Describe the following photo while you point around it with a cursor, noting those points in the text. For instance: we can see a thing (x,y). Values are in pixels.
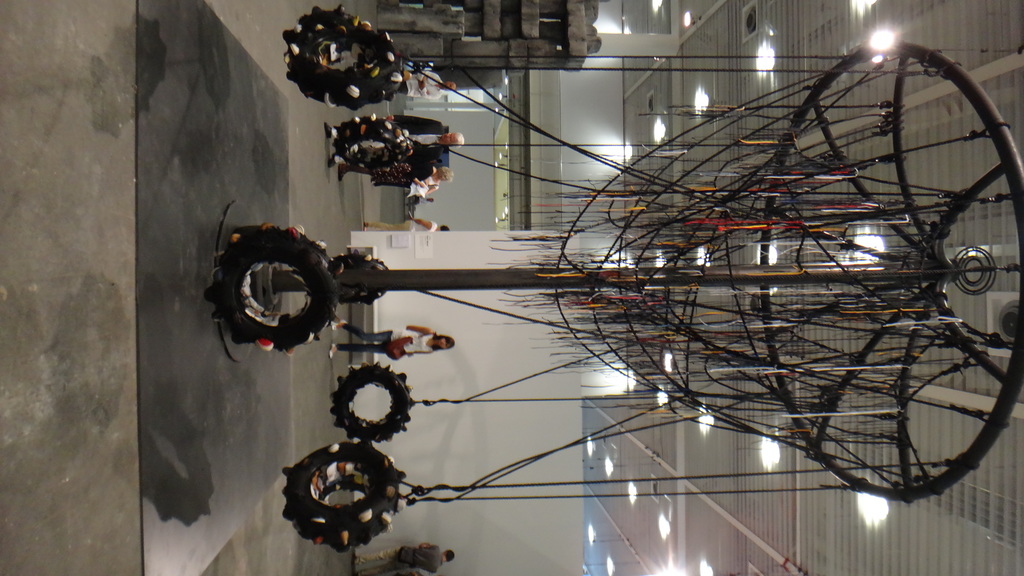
We can see tires (382,486) with ropes (675,387). Background (427,423) we can see people (432,566) and wall (573,492). Top we can see lights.
